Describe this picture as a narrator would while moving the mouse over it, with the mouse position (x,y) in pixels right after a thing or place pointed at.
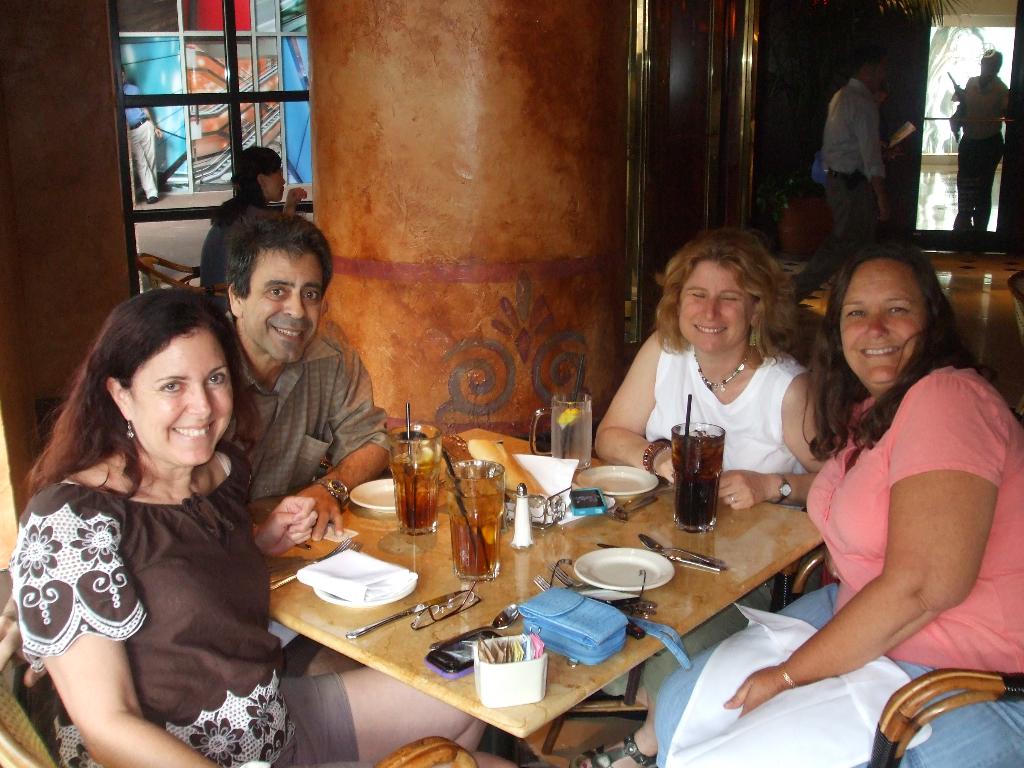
This picture has three women (768,467) smiling and a man (372,475) is smiling. They are sitting in front of a table (573,561) with some plates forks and mobile phone (464,655), there are some tissues (353,578) and a glass (431,508).
